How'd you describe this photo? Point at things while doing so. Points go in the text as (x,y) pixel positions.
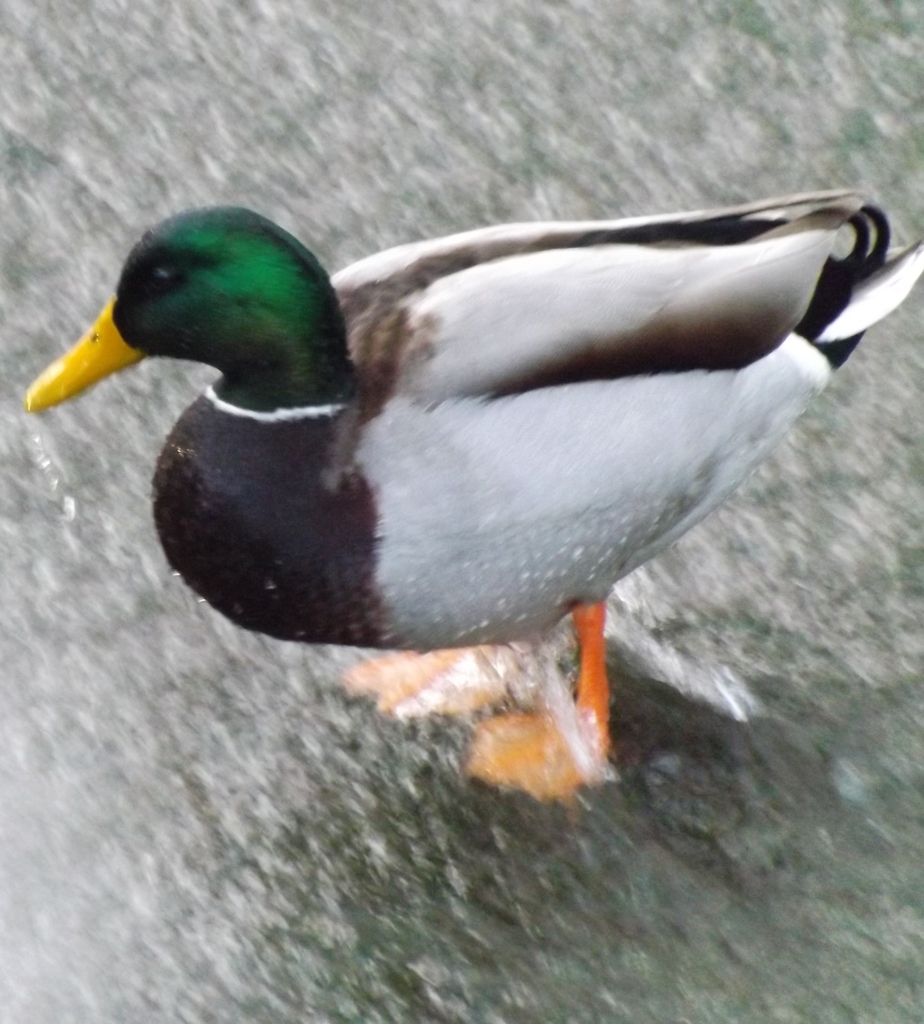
In this image I can see a bird (388,709) and water (574,920). I can see colour of this bird (300,376) is green, black and white.
